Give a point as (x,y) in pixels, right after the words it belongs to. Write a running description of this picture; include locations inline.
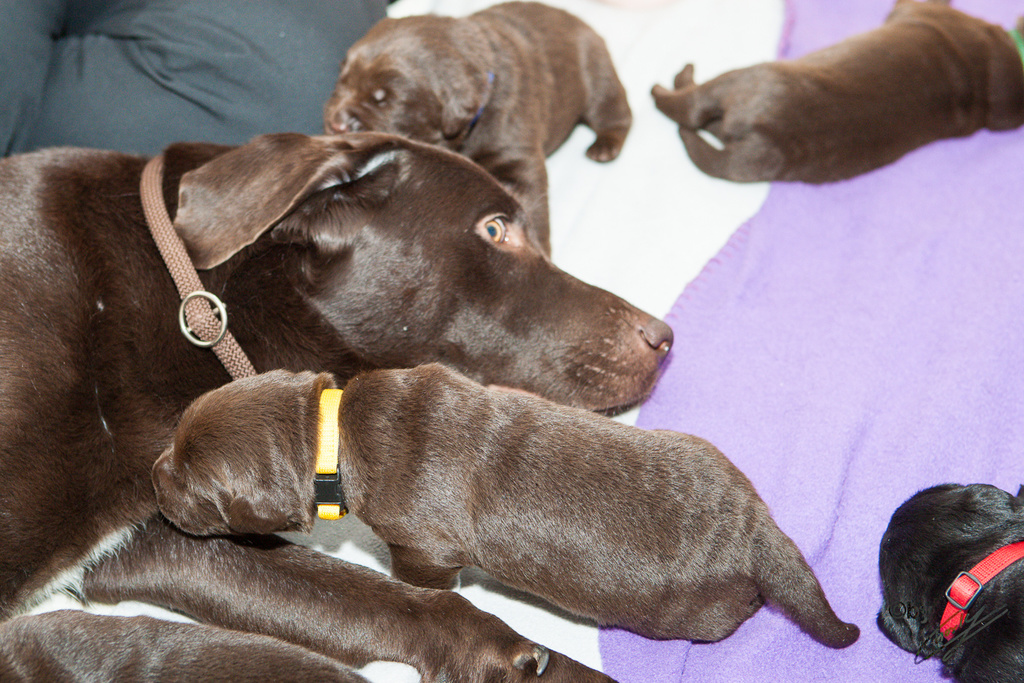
In the picture we can see a dog (350,268) which is in brown color and there are some puppies (252,677) which are also in brown color are resting on the surface (861,373).
